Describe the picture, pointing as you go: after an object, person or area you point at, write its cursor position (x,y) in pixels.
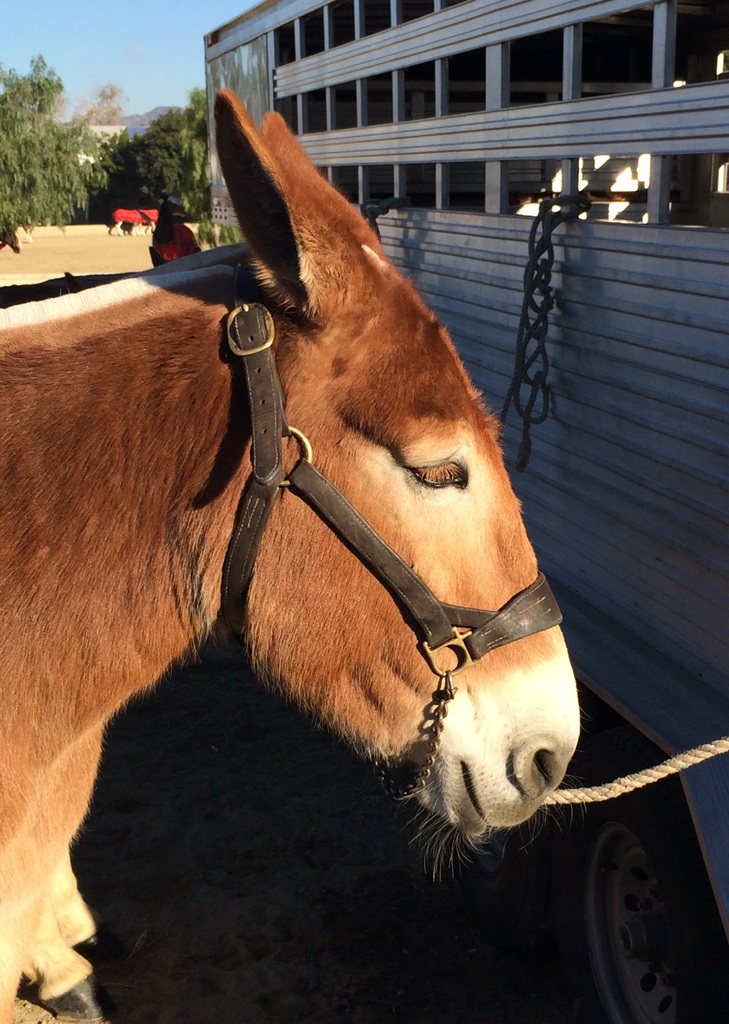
In this image there is an animal (495,542), in front of the animal (404,453) there is a vehicle (667,532). In the background (44,191) there are few more animals (182,232), trees (121,198) and a sky (146,106).
